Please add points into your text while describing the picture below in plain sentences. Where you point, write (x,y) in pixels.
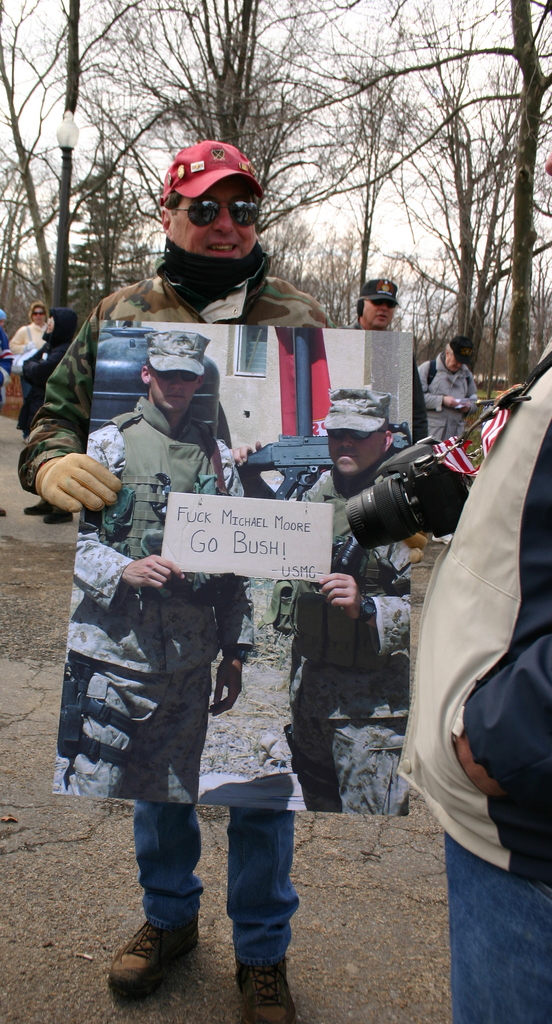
Here a man (187,315) is standing, he wore a coat (195,322), red color cap (228,153) and he is holding a picture (306,521), in that 2 men (346,576) are standing. Behind it, there are trees (343,237).
